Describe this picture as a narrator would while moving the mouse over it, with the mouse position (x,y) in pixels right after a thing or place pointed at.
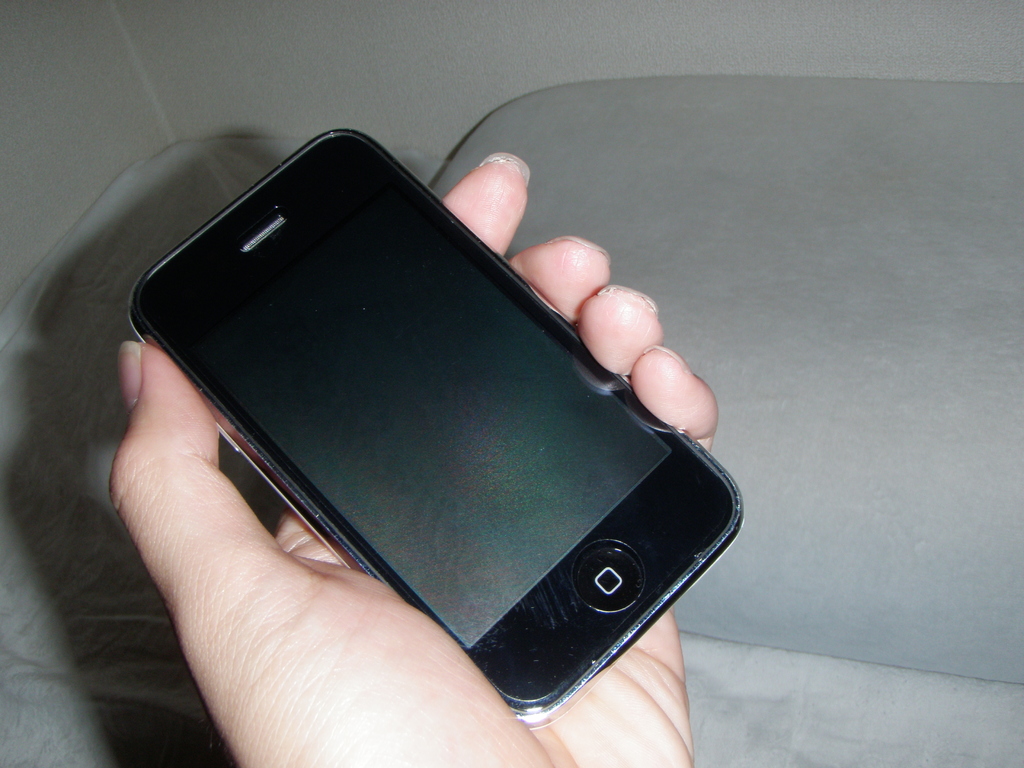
In this picture we can see a person (651,672) holding a mobile (547,325) with hand (595,273) and in the background (163,80) we can see wall (555,30).
